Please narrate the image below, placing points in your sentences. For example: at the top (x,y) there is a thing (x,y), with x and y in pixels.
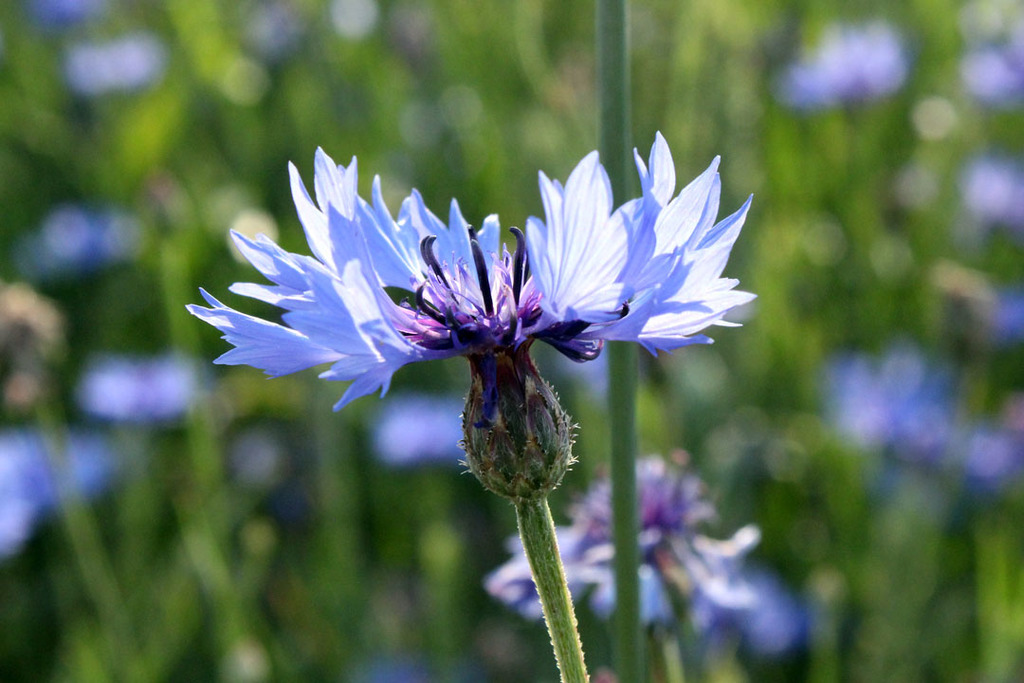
In the center of this picture (537,437) we can see the flowers (523,367). The background of the image (717,405) is blurry and we can see the leaves (369,123) and flowers (926,366) of the plants (385,111).
